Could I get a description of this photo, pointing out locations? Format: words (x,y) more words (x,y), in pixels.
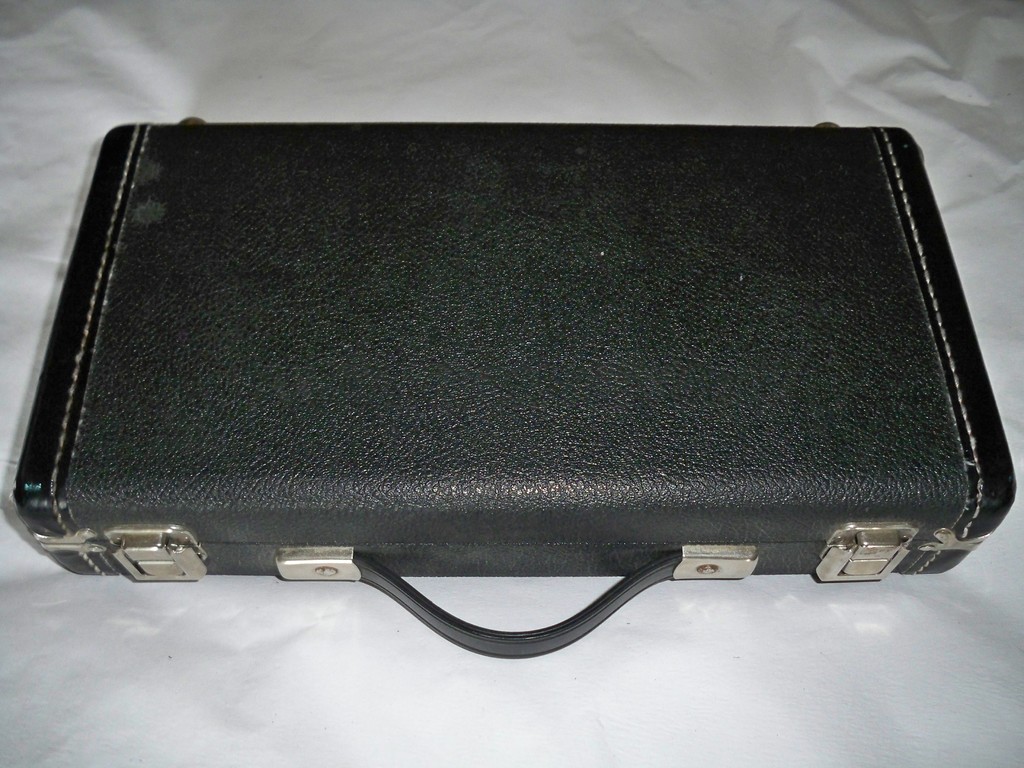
Black color suitcase (501,281) with handle (285,578) and white stripes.
